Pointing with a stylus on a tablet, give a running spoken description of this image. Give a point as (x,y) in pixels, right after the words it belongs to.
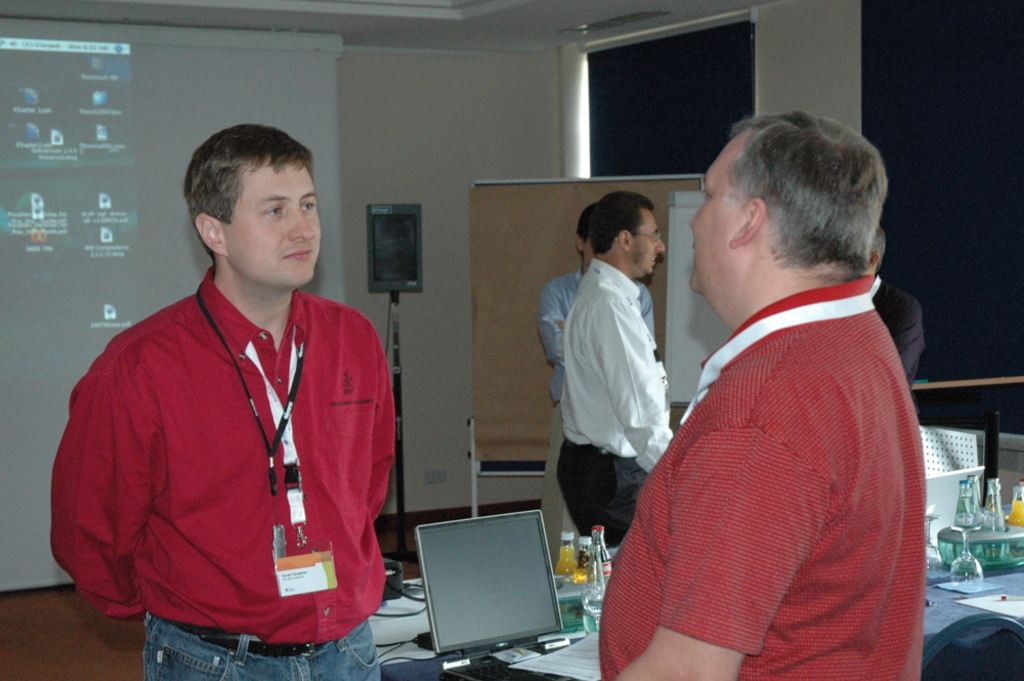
In this image we can see a few people (725,388), there is a table (1000,589), on that there are bottles (980,490), papers (989,604), glass (969,566), a laptop (478,574), also we can see some other objects (974,547), there is a screen (93,235) with pictures (104,238), and text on it, also we can see the wall (572,84), and some papers (703,333) on the board (515,329).
